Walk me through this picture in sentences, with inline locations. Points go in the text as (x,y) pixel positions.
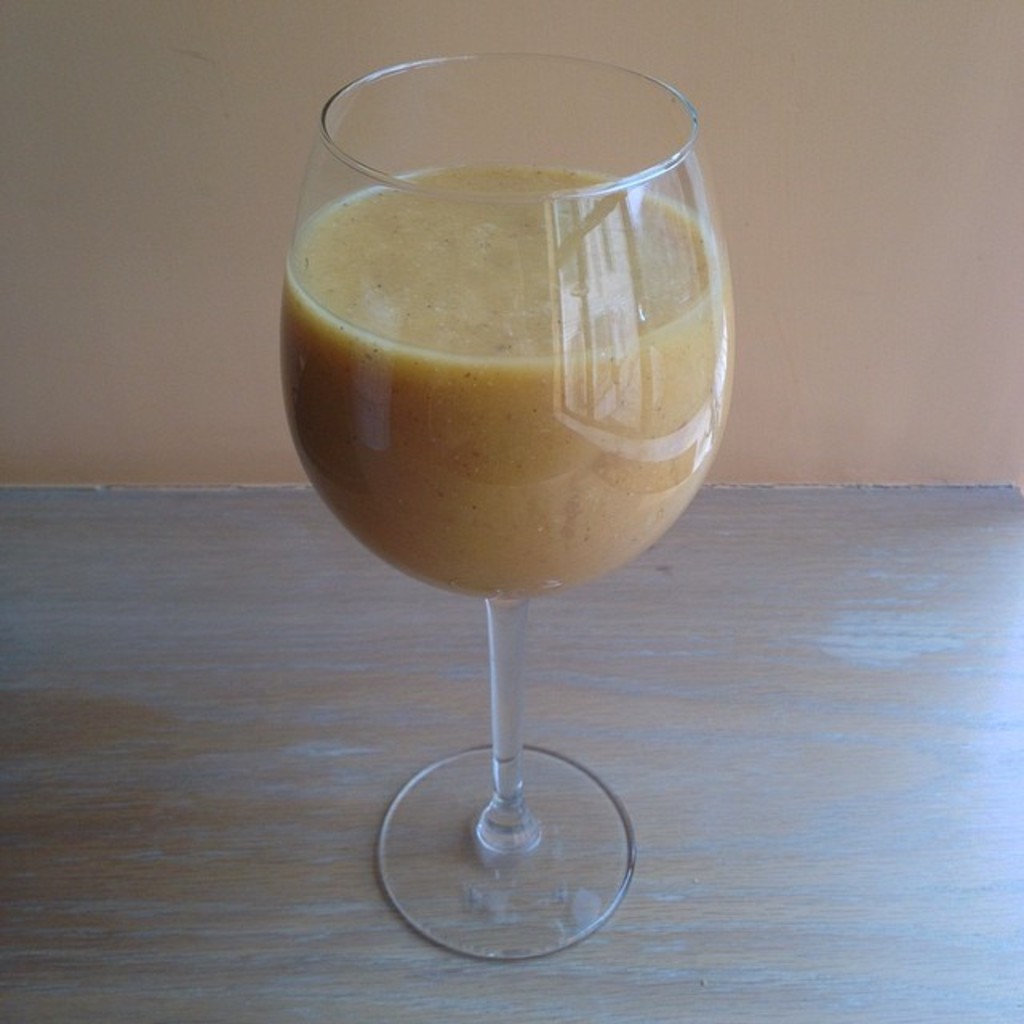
Here in this picture we can see a glass (331,274) of juice (379,385) present over a table (331,657).
